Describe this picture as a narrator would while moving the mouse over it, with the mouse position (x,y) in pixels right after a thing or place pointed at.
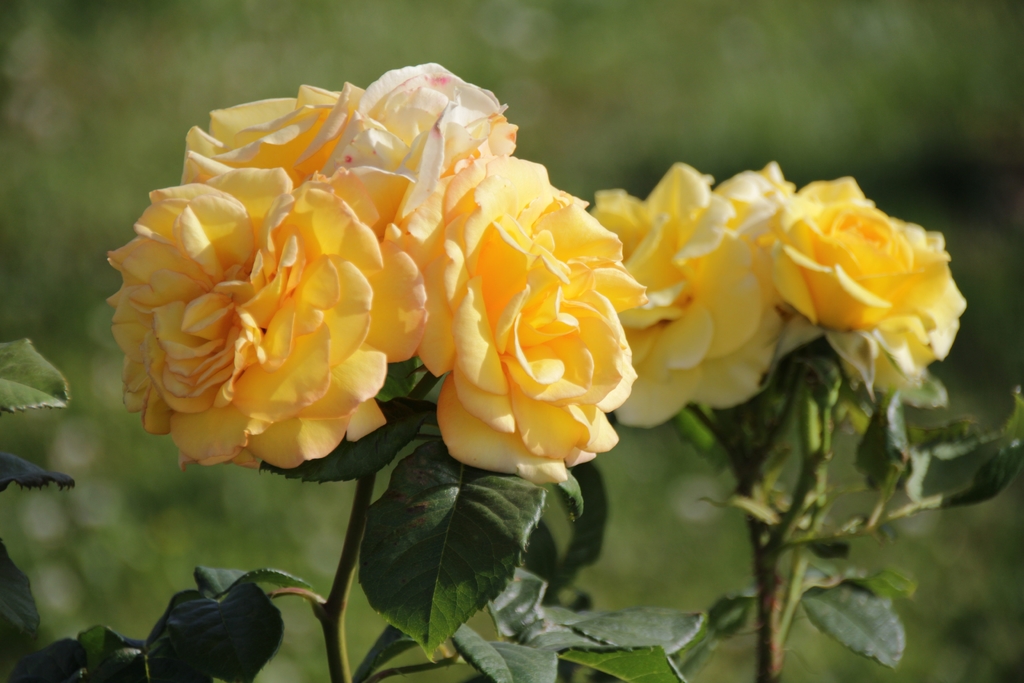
In this picture, we see the rose plants (434,576) which have the yellow color rose flowers (561,348). In the background (123,217), it is green in color. This picture is blurred in the background (636,592).
